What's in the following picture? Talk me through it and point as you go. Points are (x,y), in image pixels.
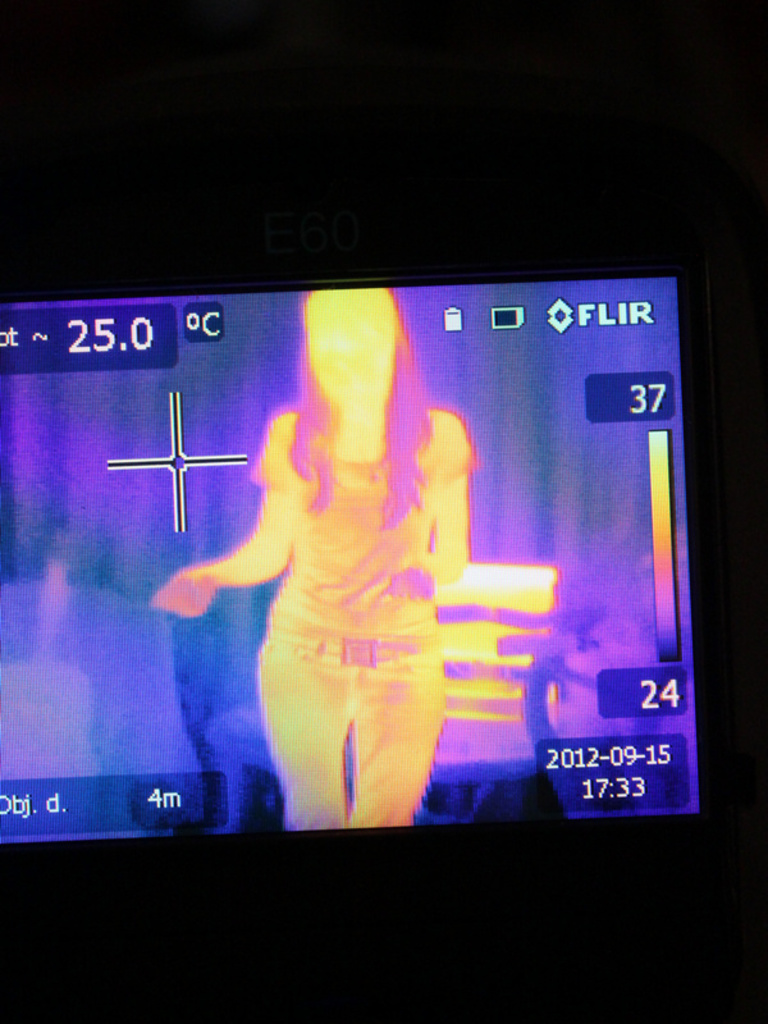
In the middle of this image (418,524) there is a screen (337,504) on which I can see an image of a person (330,548) and some text (139,339). The background is in black color.
